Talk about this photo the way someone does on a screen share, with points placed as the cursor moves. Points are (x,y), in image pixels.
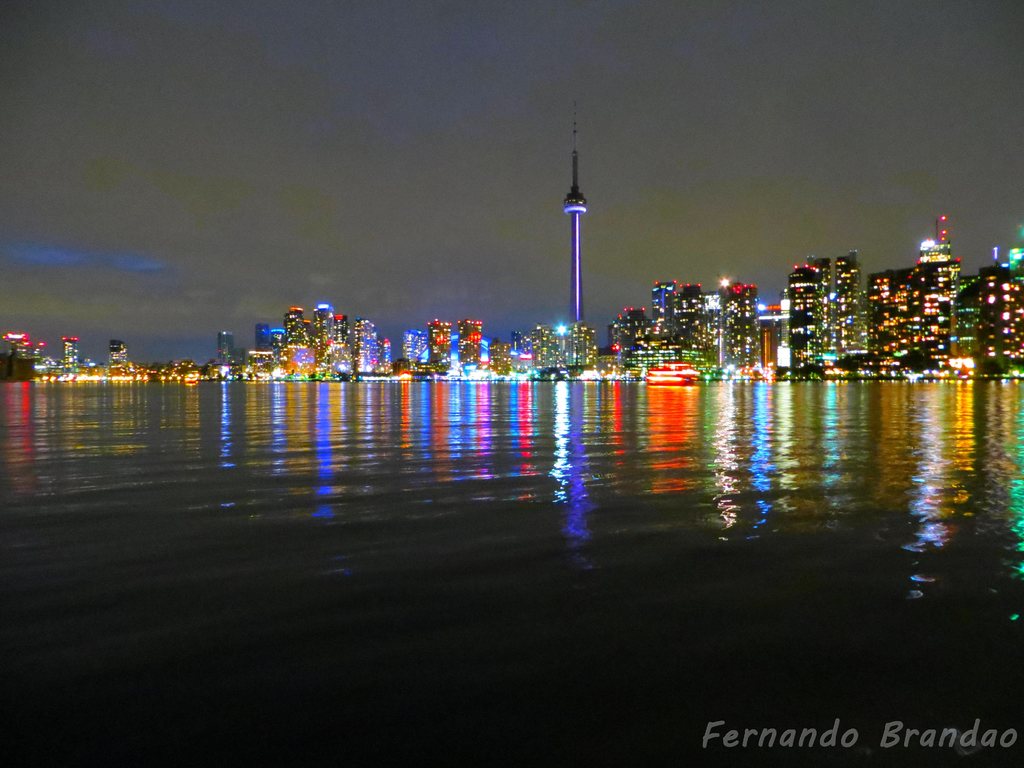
In this image I can see buildings (719,311) with lights (783,309). There is water (555,388) and in the background (503,269) there is sky (587,282). Also in the bottom right corner (822,734) there is a watermark (992,746).
